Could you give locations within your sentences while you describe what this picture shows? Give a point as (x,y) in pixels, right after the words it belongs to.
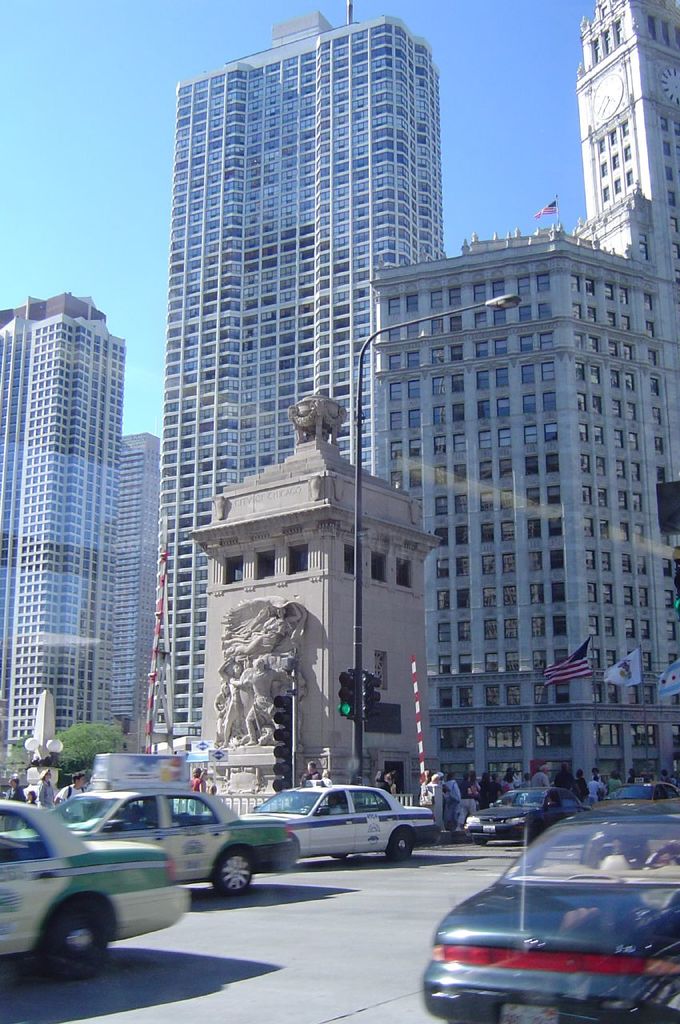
In this image there are some vehicles (372,852) on the road (424,852), and also there are some persons (569,775) and flags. In the center (274,606) there is a statue (278,602) and traffic signals (349,677), in the background (98,515) there are some trees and skyscrapers (244,245). At the top of the image (518,57) there is sky (496,57) and at the bottom (295,1002) there is road (374,882).
